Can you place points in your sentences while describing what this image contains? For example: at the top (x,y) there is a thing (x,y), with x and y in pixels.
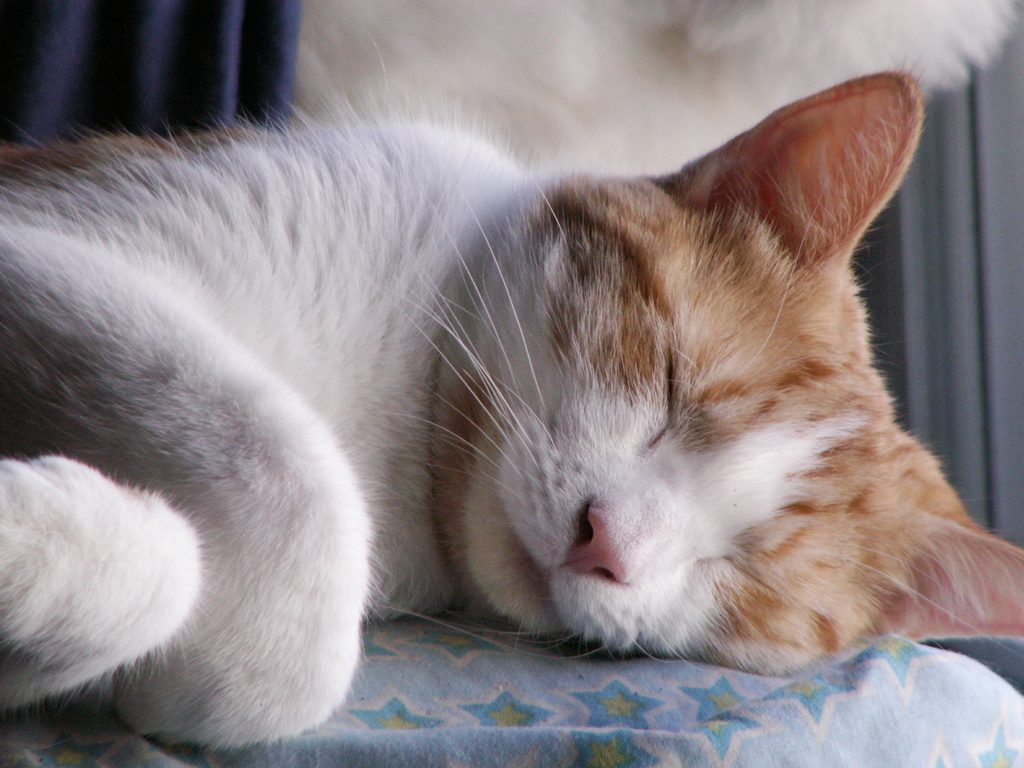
In this picture we can see a cat (440,434) on a platform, here we can see a cloth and in the background (956,208) we can see a white color object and curtains (961,188).
